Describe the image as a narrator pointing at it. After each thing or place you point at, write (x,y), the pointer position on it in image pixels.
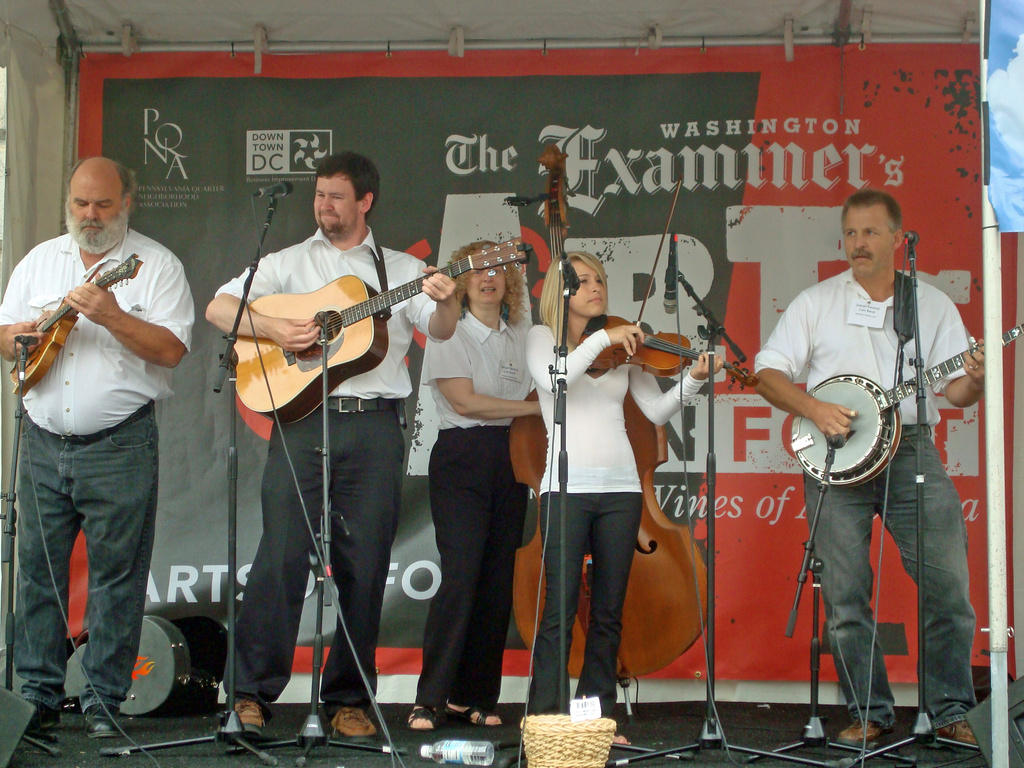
There are five members (440,450) standing on the stage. Four of them were playing string instruments (855,395) and one of the girl (577,421) is playing the violin (655,345). Everybody is having a microphone (283,185) and stand (921,362) in front of them. In the background (591,134) there is a poster (392,132).
